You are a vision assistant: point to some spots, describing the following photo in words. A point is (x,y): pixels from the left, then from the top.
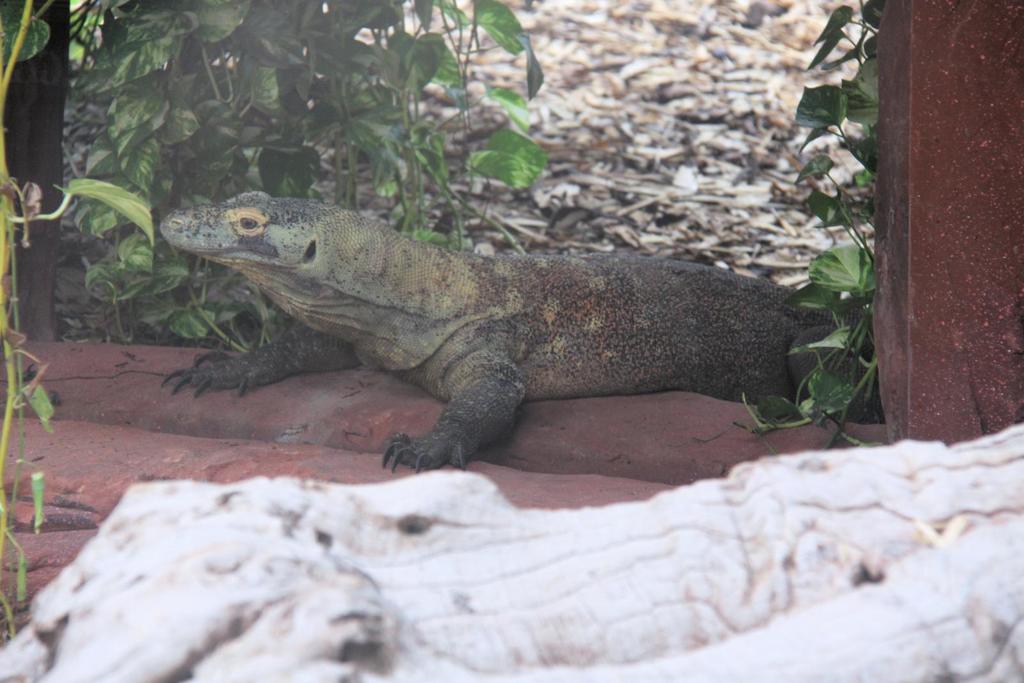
In this picture there is a Komodo dragon (453,307) on an object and there is a money plant (410,231) on either sides of it and there are few dried leaves (583,94) in the background (604,91) and there is an white color object (851,618) in the right corner (804,620).
